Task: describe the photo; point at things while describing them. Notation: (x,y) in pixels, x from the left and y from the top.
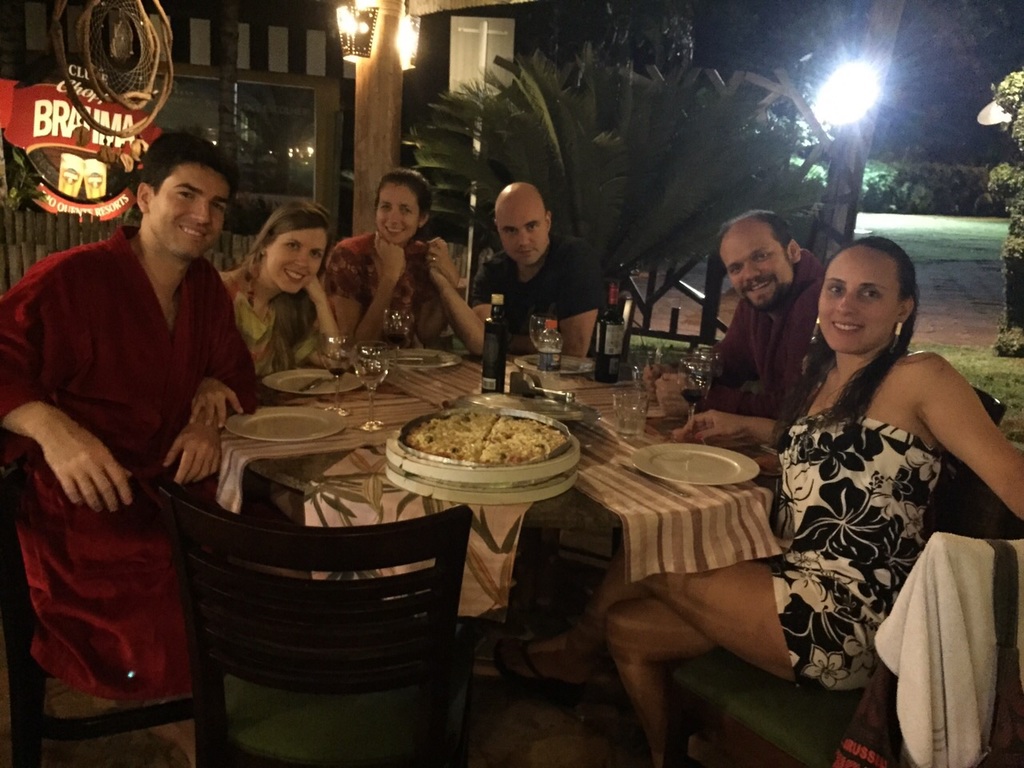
In this picture there are group of people (844,424) who are sitting on the chair (222,569). There is a glass (370,372), bottle (503,343), spoon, plate (319,392), pizza (468,421) on the table (436,417). There is a plant (648,178) and few lights (822,90) at the background (653,130).
